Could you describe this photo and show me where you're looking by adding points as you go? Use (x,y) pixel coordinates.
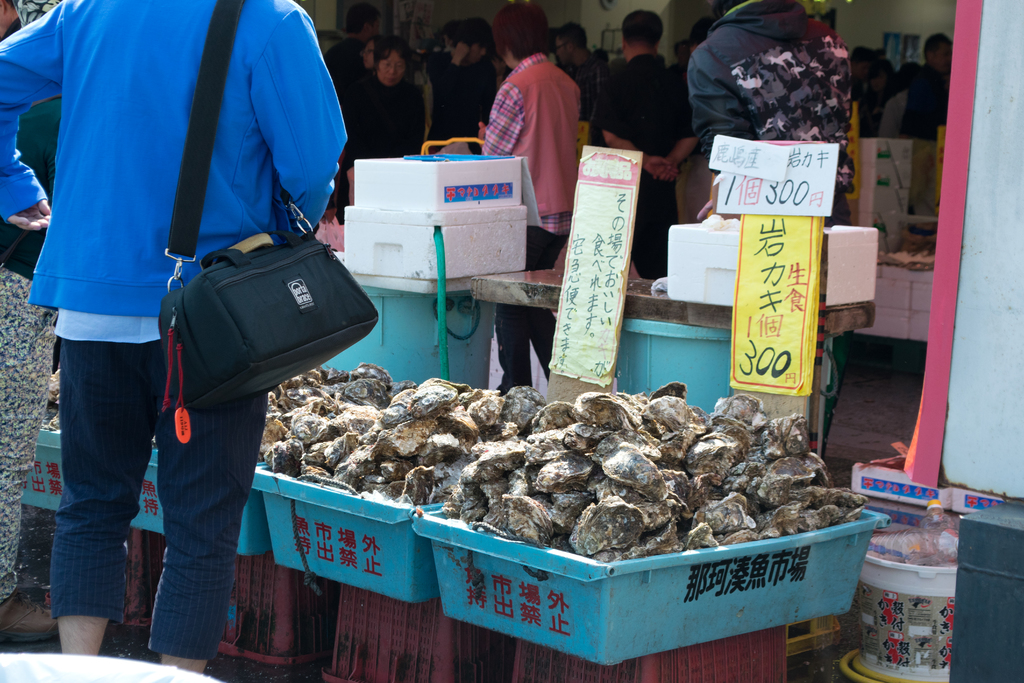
In the foreground of this image (675,543), there are blue trays (504,559) with some objects (591,530) in it. On the left side of the image (129,400), there is man (121,202) in blue color dress (128,201) wearing a shoulder bag (244,326). In the background (348,265), there are baskets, name boards (571,242), boxes (451,207), and the crowd (546,70) on the top (433,124).
